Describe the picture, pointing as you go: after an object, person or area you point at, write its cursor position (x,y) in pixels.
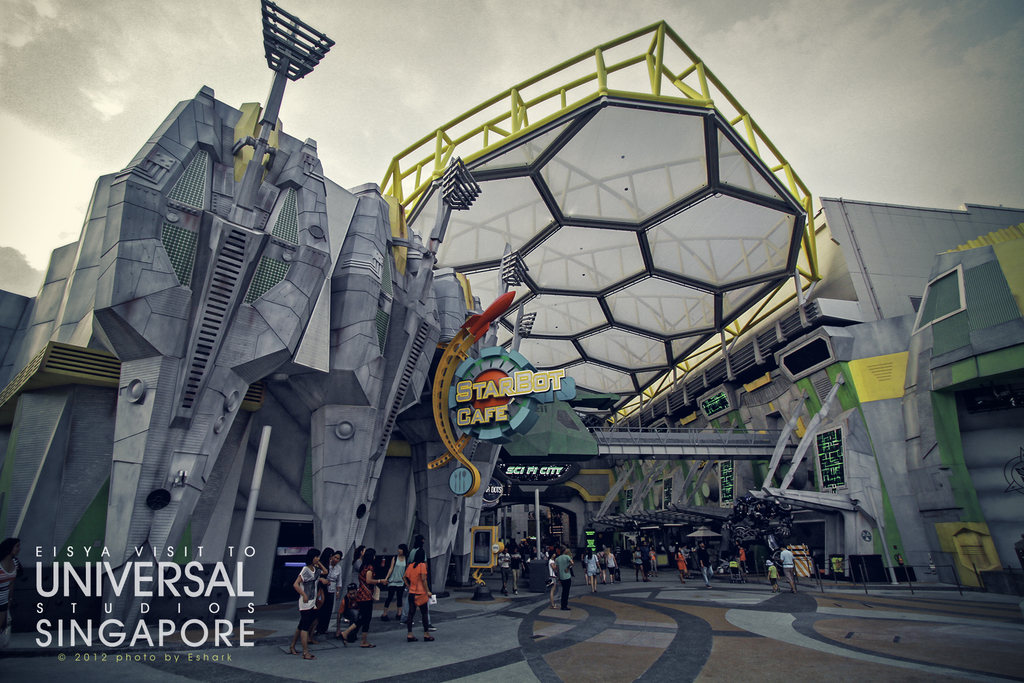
This is a picture of a universal studio (334,240) which is in Singapore, where there are group of people (704,581) standing, sky (998,106), and a watermark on the image.
